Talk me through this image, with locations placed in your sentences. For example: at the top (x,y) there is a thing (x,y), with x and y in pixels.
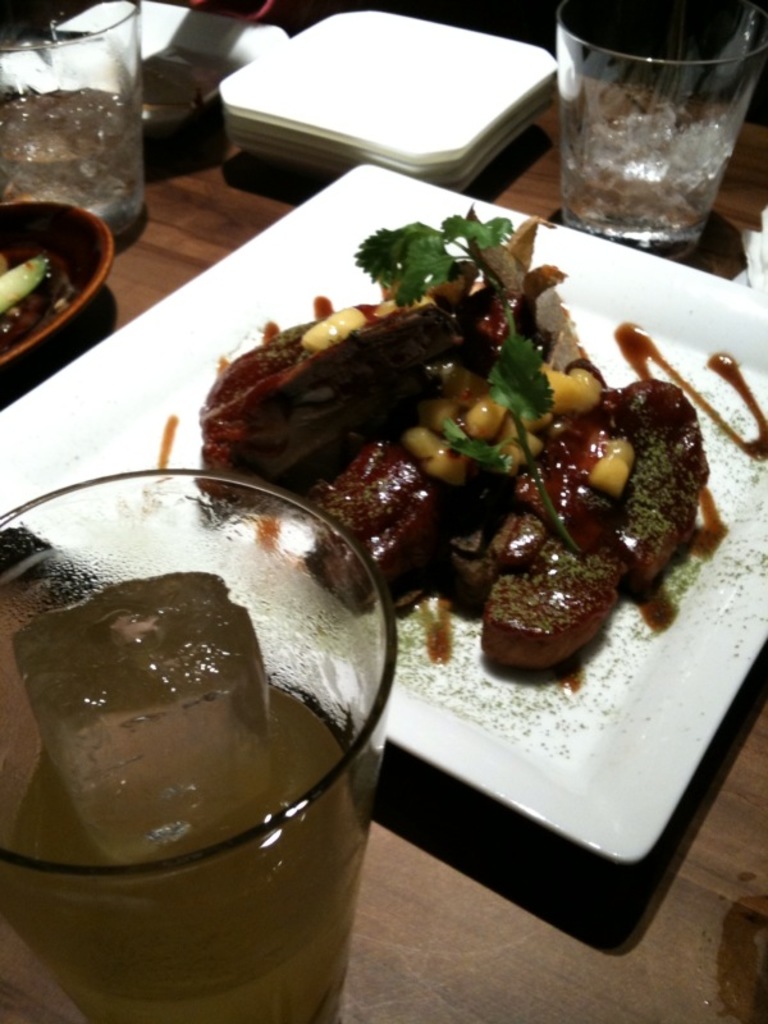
There is a table (439,988). On the table (189,193), there are glasses (135,140), plates (359,151), bowl (80,303) and a tray (92,369). And there are some food items (477,579) on the tray (576,785).
